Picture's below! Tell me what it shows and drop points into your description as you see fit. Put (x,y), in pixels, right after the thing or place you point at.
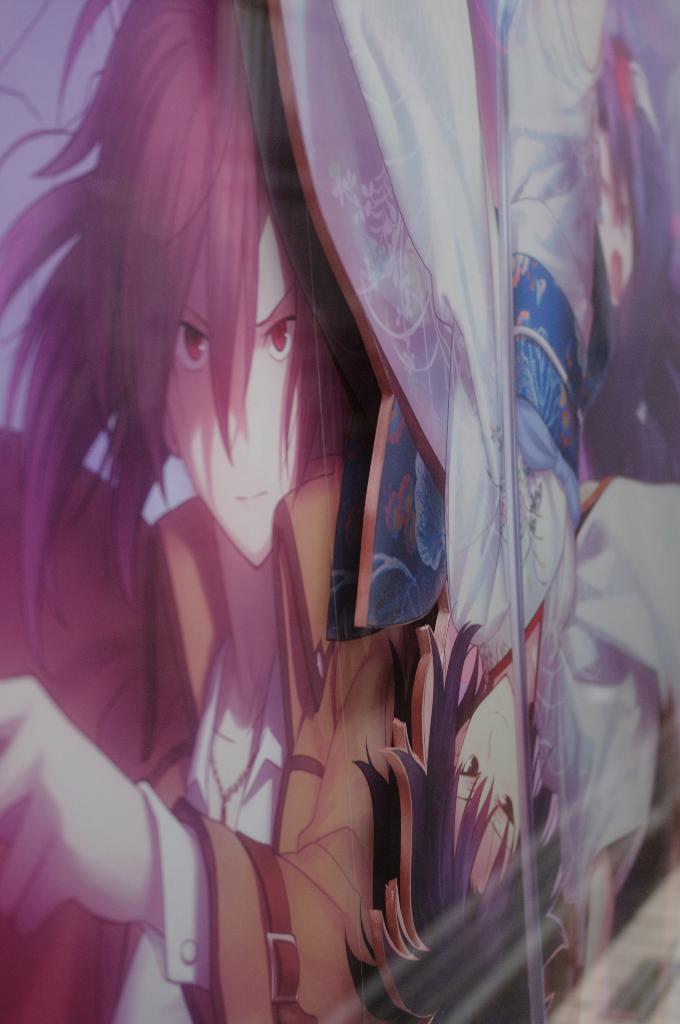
In this picture we can see the glass (514,263) and cartoon image (329,378) of two people (406,542).
